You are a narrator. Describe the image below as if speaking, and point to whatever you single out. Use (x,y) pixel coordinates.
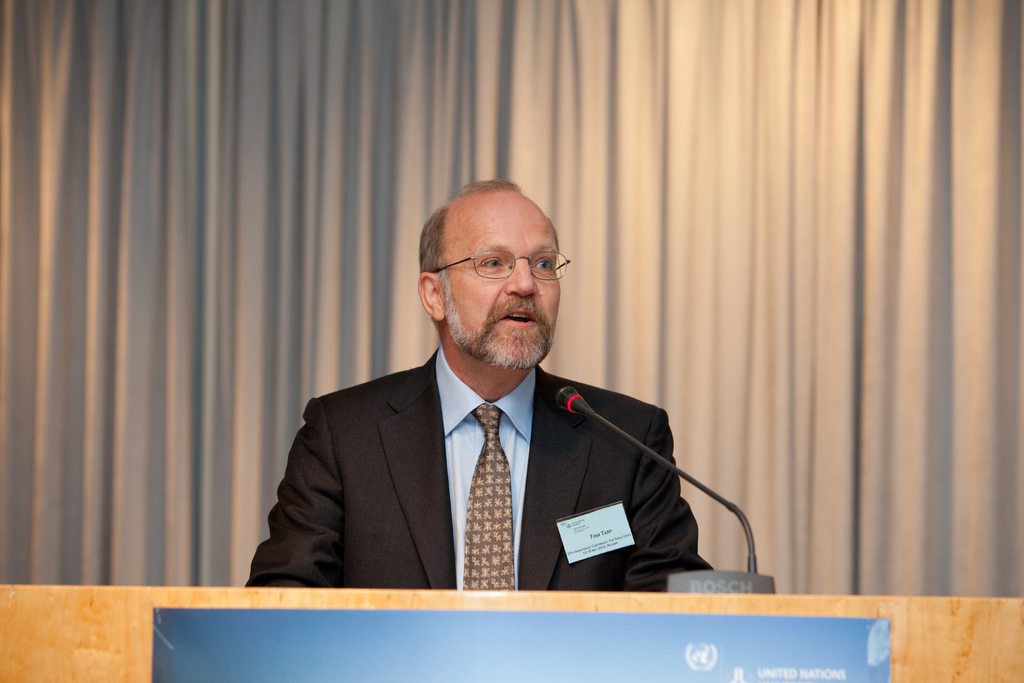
In this image there is a man (502,510) sitting in front of table (954,626) where we can see there is a microphone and curtain (985,155) behind him.
